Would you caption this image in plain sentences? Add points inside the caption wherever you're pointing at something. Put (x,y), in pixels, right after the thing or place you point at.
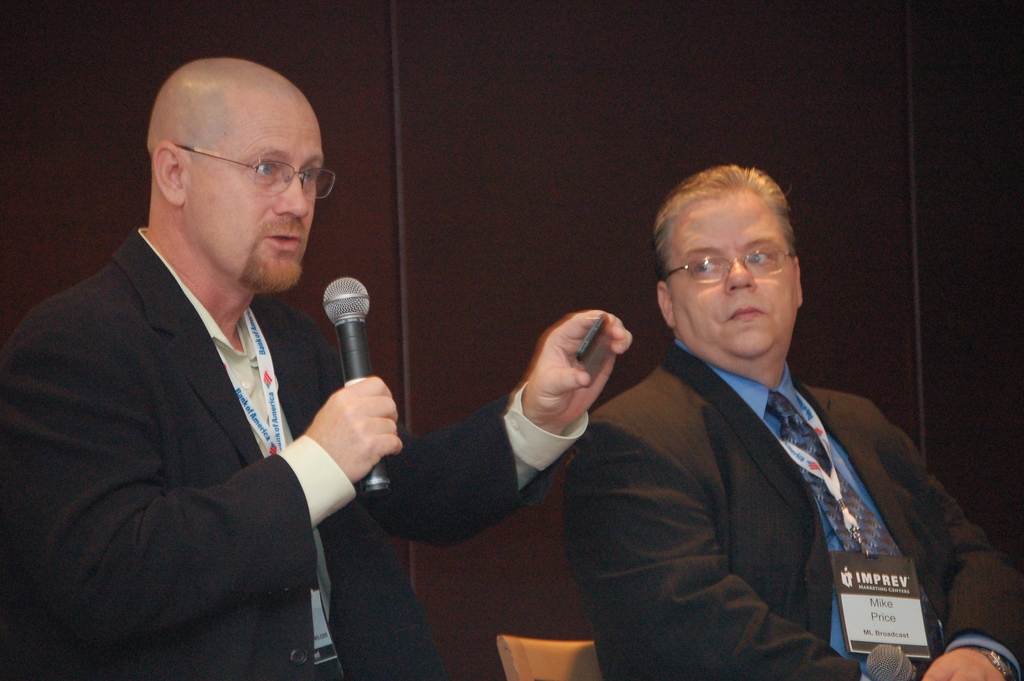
Here we can see a couple of men (680,482) sitting on chairs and the guy (354,516) on the left side (279,470) is speaking something in the microphone (336,304) present in his hand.
